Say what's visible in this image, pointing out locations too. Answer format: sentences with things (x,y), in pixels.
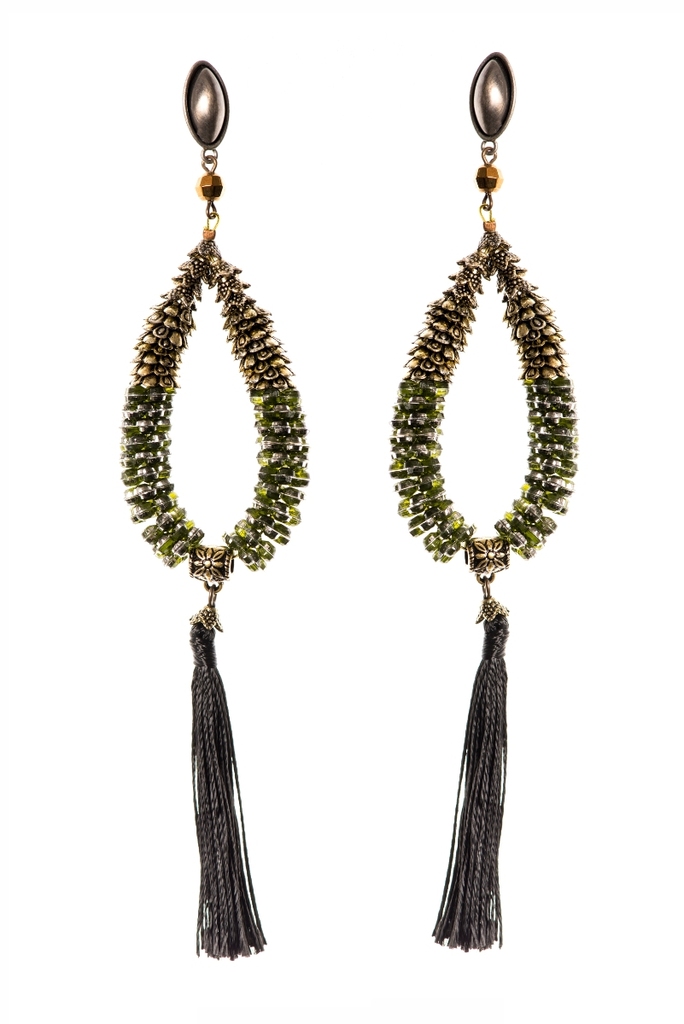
In the image we can see a pair of earrings (213,88).
